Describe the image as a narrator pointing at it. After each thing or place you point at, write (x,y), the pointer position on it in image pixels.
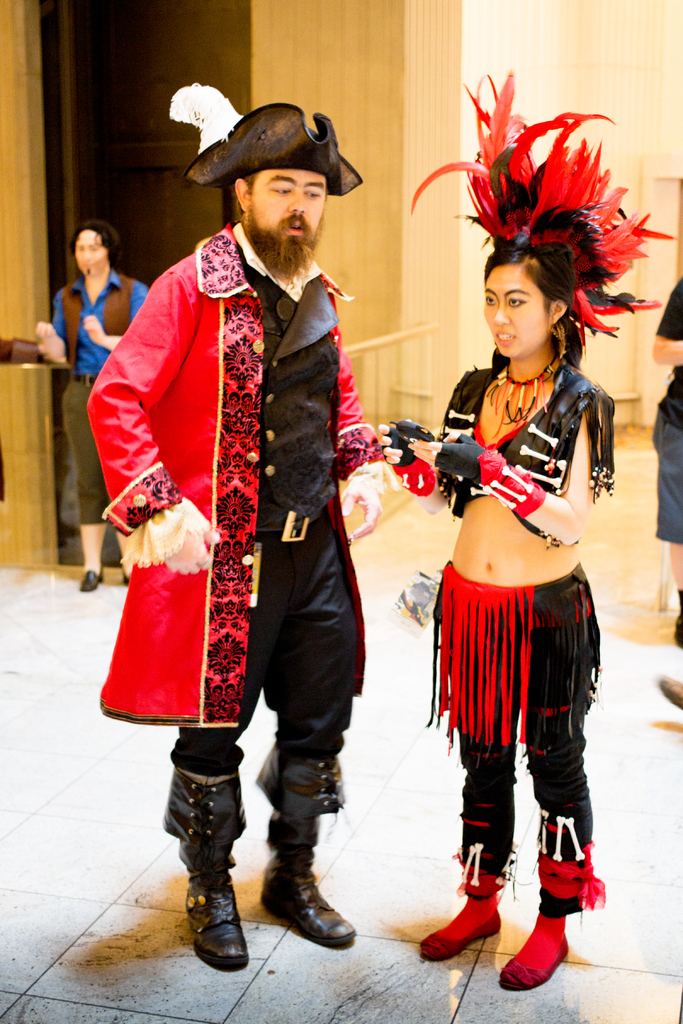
In this picture I can see a man (353,570) and a woman (586,458) in front (495,807) and I see that they're wearing costumes (286,382) and standing on the floor (21,628). In the background (329,9) I can see the wall (360,260) and 2 persons (676,570).
